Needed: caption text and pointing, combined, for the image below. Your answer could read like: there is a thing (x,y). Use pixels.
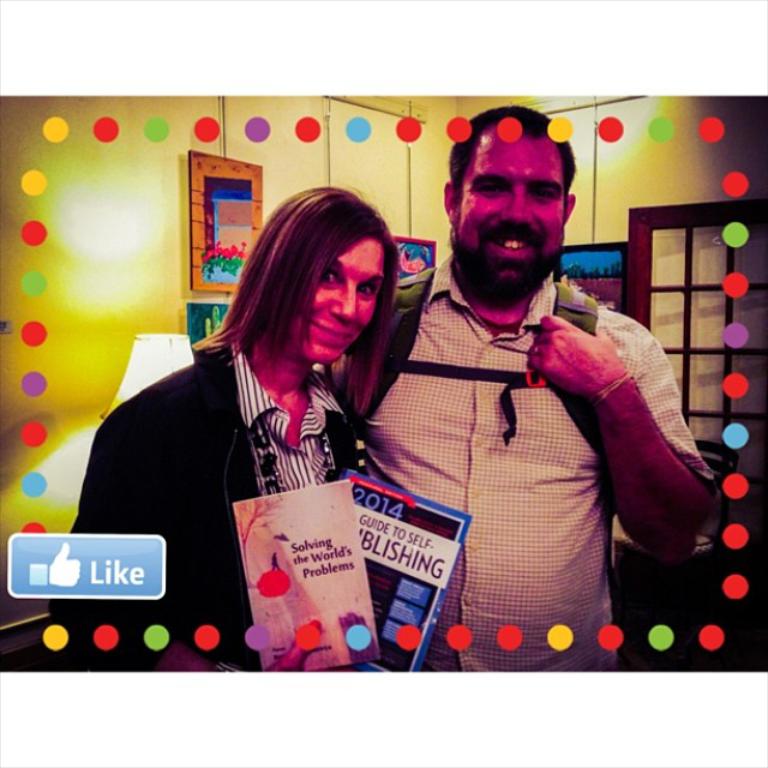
In the image on the right side (537,420) there is a man (499,463) standing and he is smiling and he is wearing a bag (577,303). Beside him on the left side (199,386) there is a lady (226,418) standing and holding books (348,620) in her hands (309,634). Behind them there is a wall (446,138) with frames (612,296) and window (689,257). In the bottom left corner of the image (61,545) there is a logo (49,551). On the borders of the image there are round shapes (31,531) in different colors.
